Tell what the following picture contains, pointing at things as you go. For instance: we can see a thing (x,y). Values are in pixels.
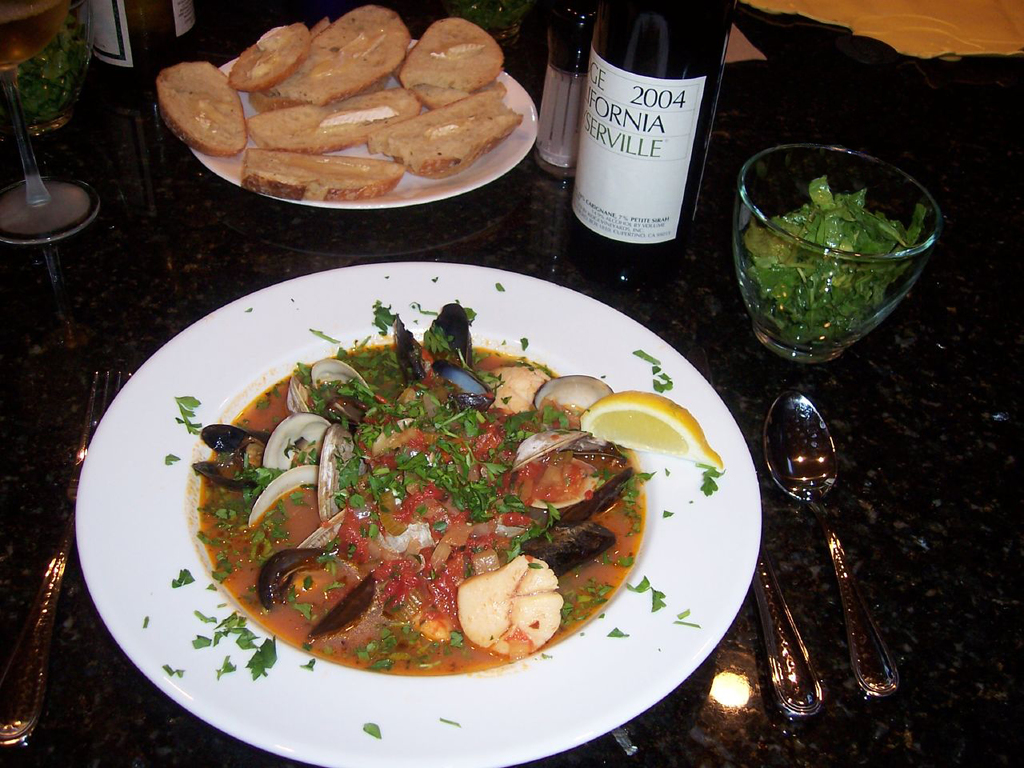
In this image I can see food (392,125) in plates (361,272). I can also see few glasses (67,6) and few bottles (630,62). Here I can see a spoon (784,422) and a fork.
